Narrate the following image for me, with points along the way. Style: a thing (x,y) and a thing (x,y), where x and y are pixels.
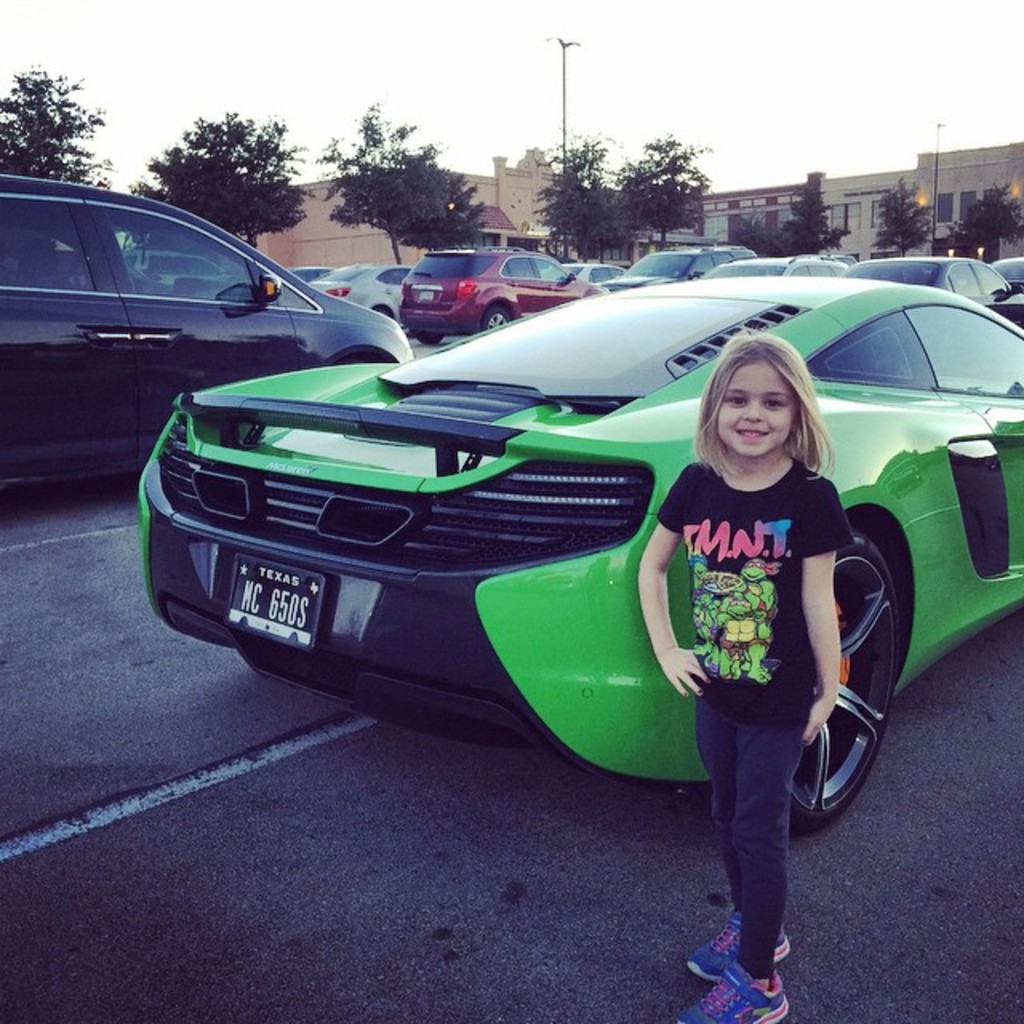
In this image, we can see some cars (443,316). There is a kid (724,594) in the bottom right of the image (784,702) standing and wearing clothes (722,817). There are trees (581,219) and buildings (649,241) in the middle of the image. There is a sky (641,154) at the top of the image (359,41).
